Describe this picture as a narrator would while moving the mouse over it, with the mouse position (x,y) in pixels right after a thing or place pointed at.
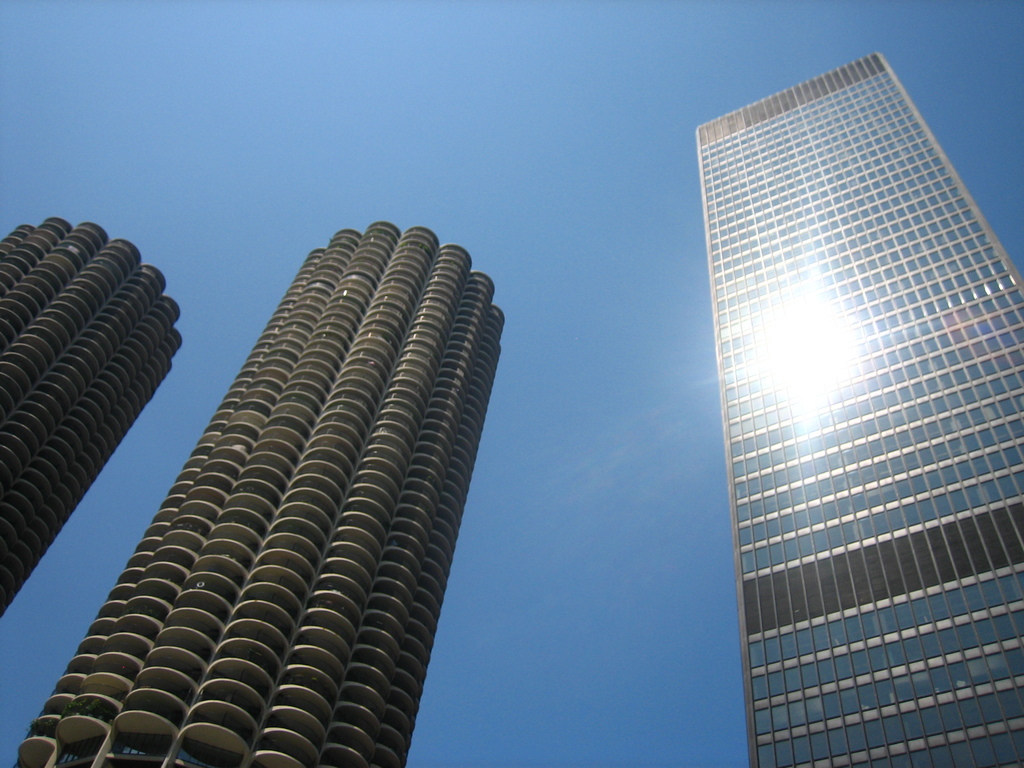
In front of the image there are buildings (8,469). In the background of the image (410,96) there is sky (446,70).
